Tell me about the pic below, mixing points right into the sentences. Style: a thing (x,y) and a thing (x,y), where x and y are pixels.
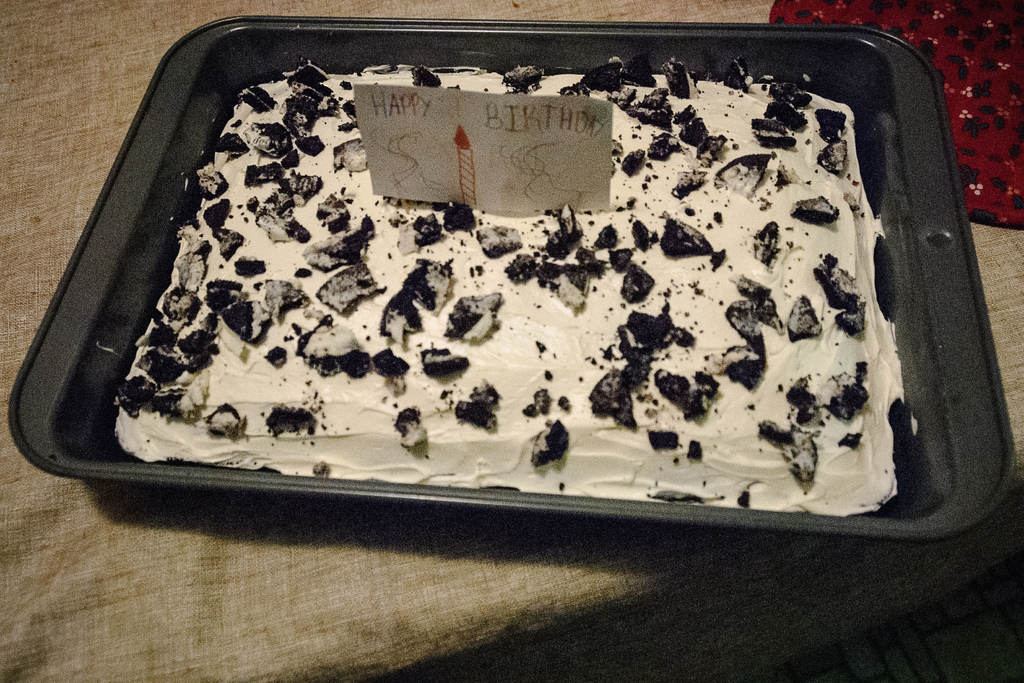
In this image black color tray (149,277) might be kept on table (430,601), on top tray (22,436) there is a cake (280,307) on which pieces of chocolates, in the top right (997,167) there is a cloth (977,72) might be kept on table (1002,253).
